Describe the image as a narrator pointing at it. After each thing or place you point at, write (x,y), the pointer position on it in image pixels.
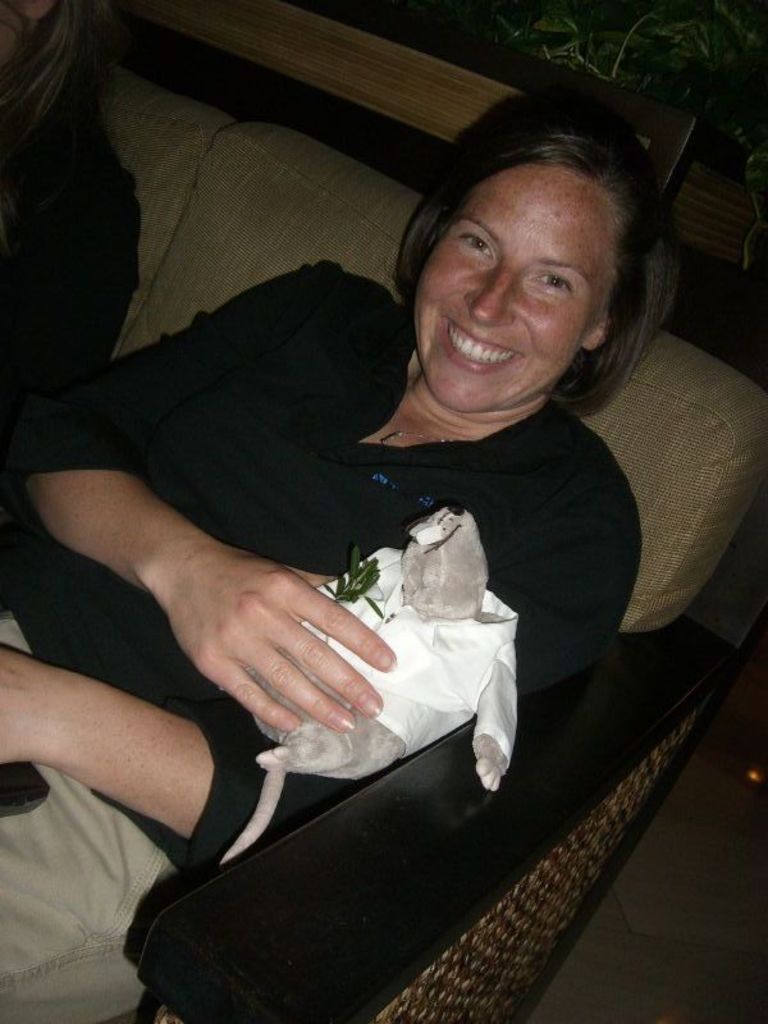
In this image there is a woman (533,654) sitting in the sofa (380,834) by holding a doll (451,658). Beside her there is another girl (59,162) sitting in the sofa (148,140).
